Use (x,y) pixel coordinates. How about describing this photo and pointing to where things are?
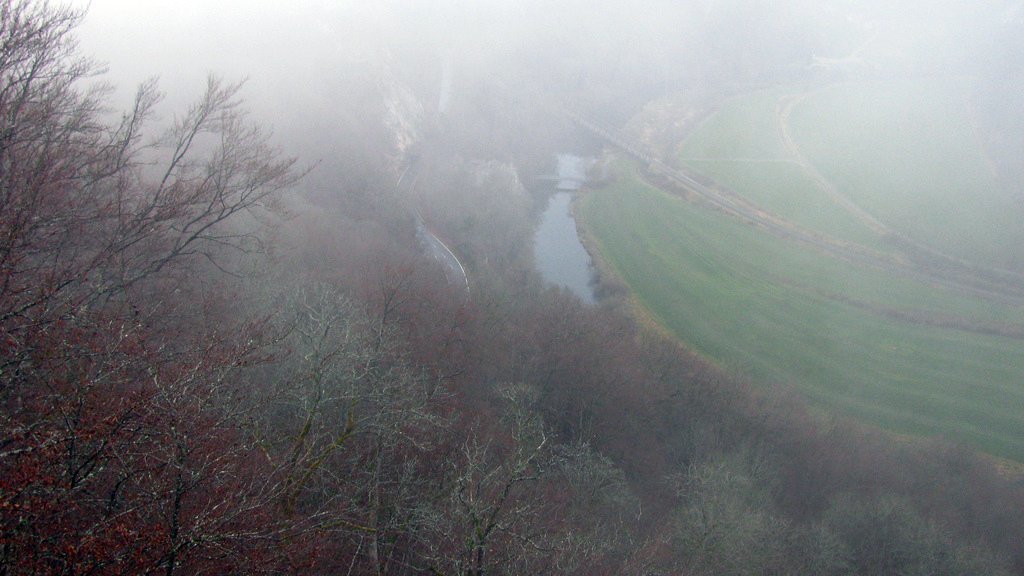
In the picture we can see some trees (335,308), water (550,274), road (445,262) and on right side of the picture (774,146) there is grass (774,146).
